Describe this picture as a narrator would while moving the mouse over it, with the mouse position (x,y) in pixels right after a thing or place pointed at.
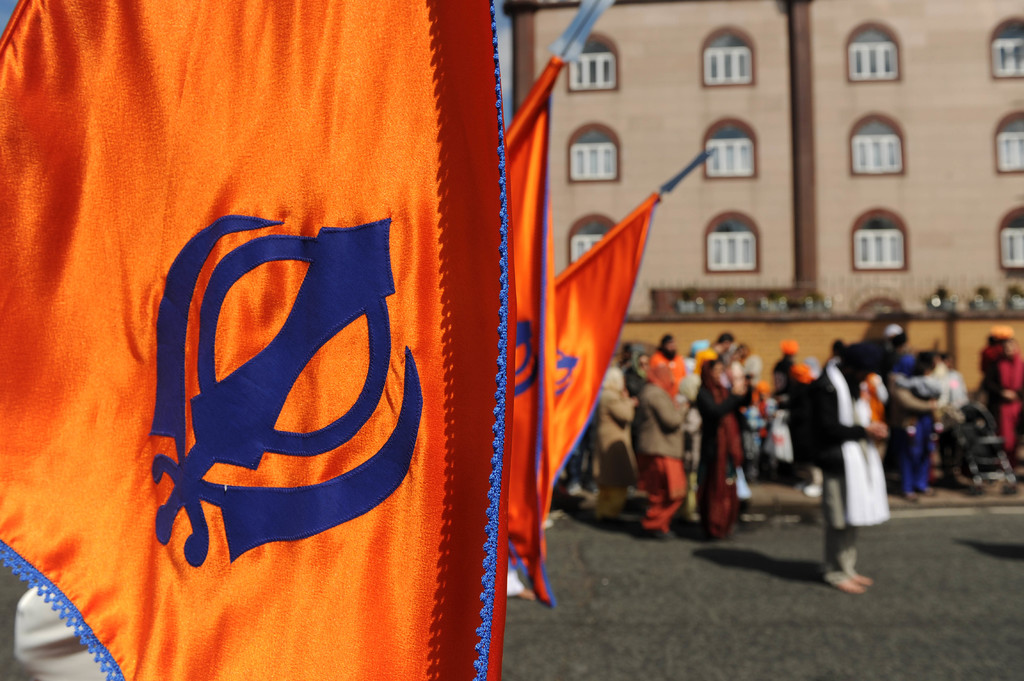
In the picture there are three flags (271,354) on the left side (176,457) and behind the flags (546,436) some people (702,432) were standing beside the road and behind him there is a tall building (652,225).
